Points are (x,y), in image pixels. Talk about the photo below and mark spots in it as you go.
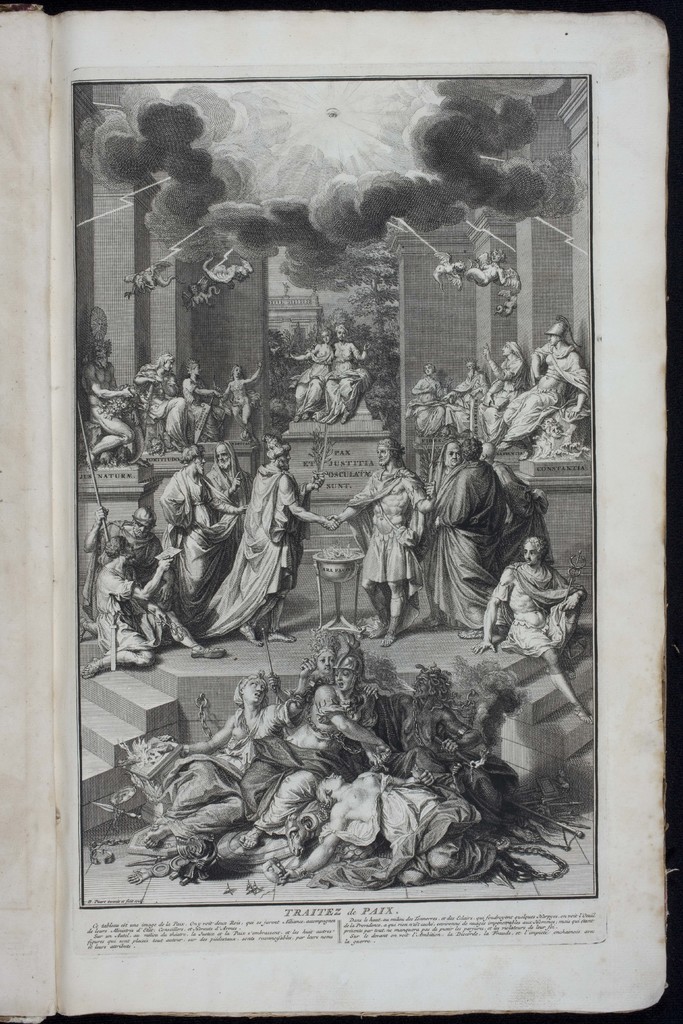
This is the image on paper (461,945) in which there are depictions of persons (332,420) with costumes (396,518). And there is text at the bottom (538,914). There is smoke (343,185) at the top (490,165).
